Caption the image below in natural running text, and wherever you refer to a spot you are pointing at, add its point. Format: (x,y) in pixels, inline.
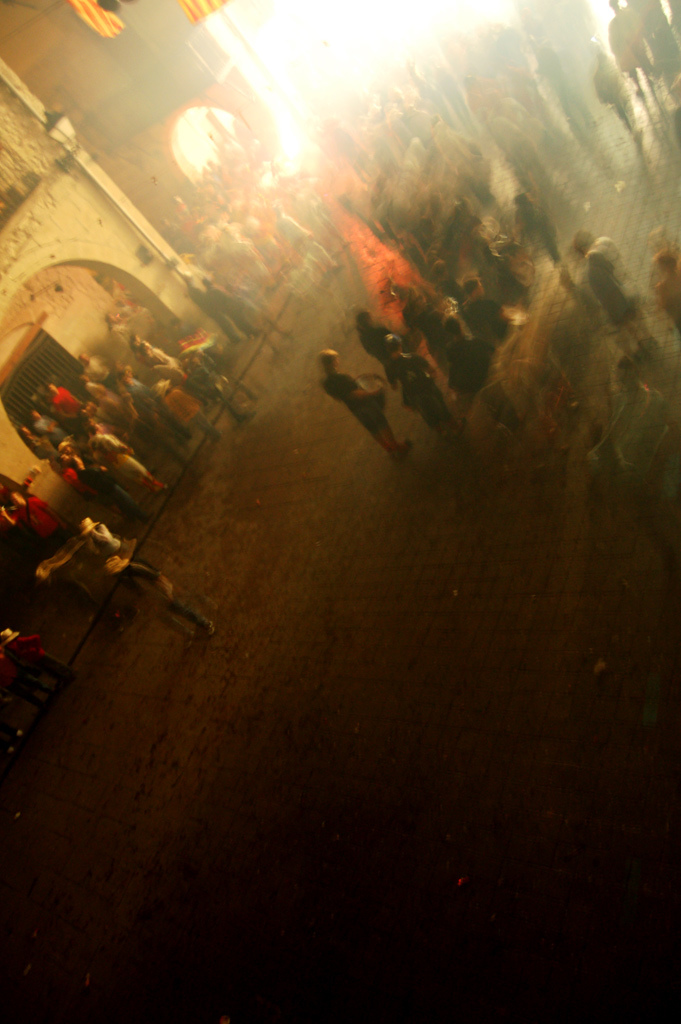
In this image few persons (490,408) are standing on the floor (199,595). Few persons (170,404) are standing on the pavement (26,623). Behind them there are buildings (124,170). Top of image (107,12) there are few flags (107,12).
